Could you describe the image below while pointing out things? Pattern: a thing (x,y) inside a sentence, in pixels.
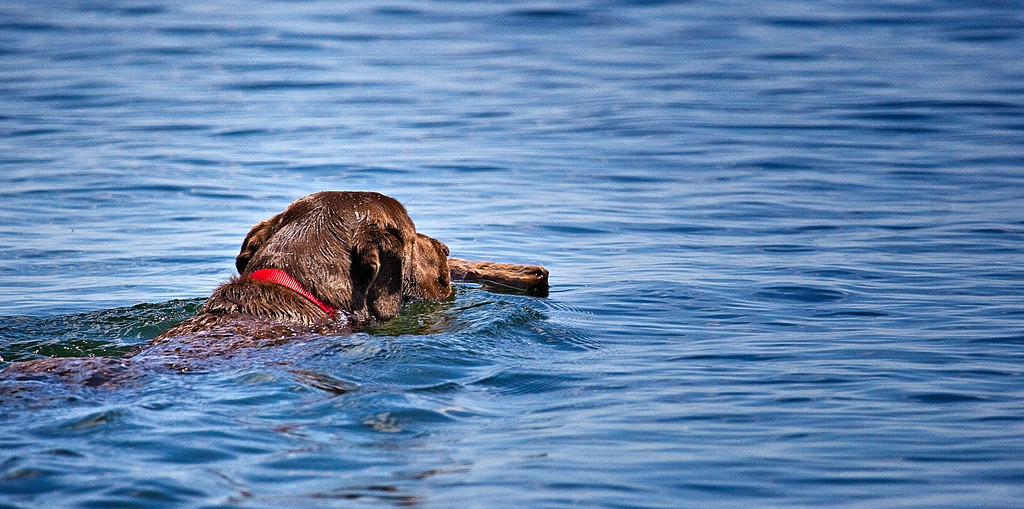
In this picture I can see a dog (338,284) in the water (86,475).
